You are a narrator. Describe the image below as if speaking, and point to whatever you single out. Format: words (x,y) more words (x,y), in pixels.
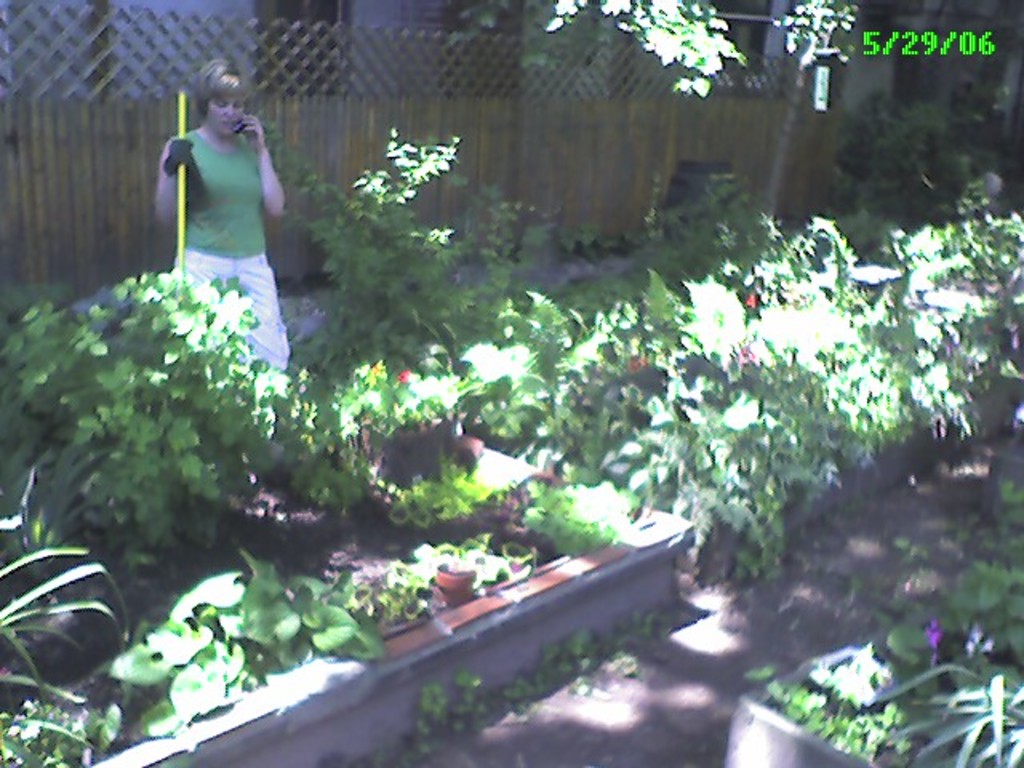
In this picture we can see a woman (240,116) wearing a green shirt (230,207) and she is holding a yellow stick (186,110), a black cloth (184,149) in her hand (188,169). She is on a call. Here we can see plants (752,386) and pots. At the top right corner of the image (986,33) we can see a date (965,51).
